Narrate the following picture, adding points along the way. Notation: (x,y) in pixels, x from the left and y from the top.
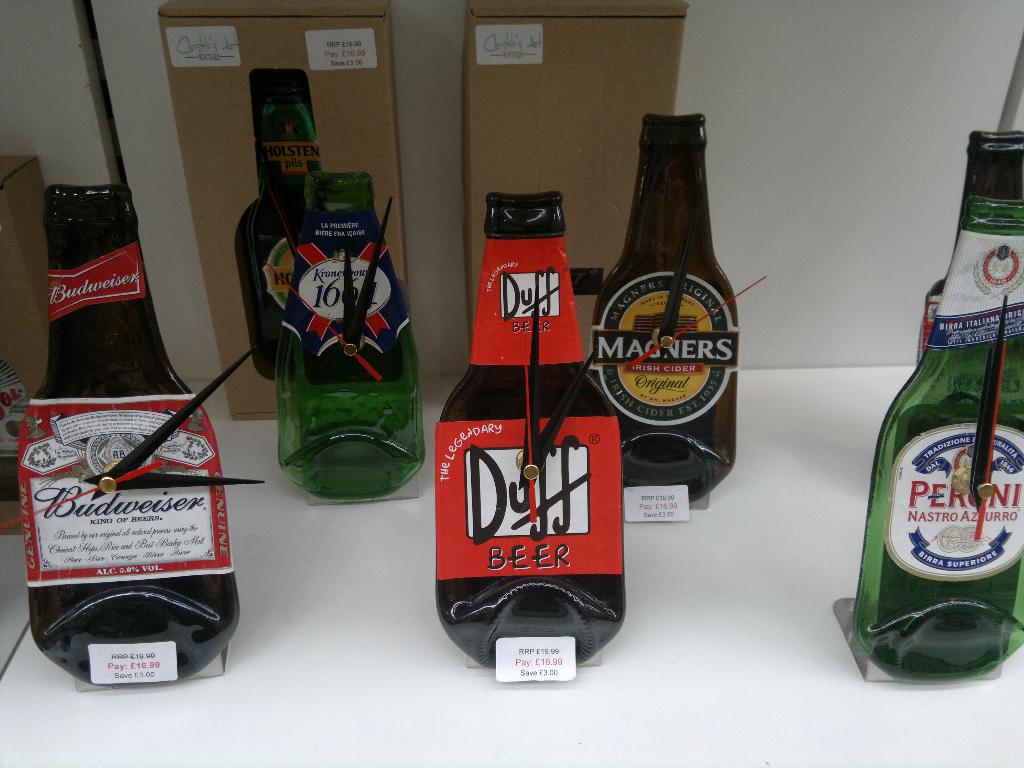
In this image there are few depictions of alcoholic beverages (605,409) on the rack (793,669) with price tags (170,670). Behind them there are cardboard boxes (598,132).
